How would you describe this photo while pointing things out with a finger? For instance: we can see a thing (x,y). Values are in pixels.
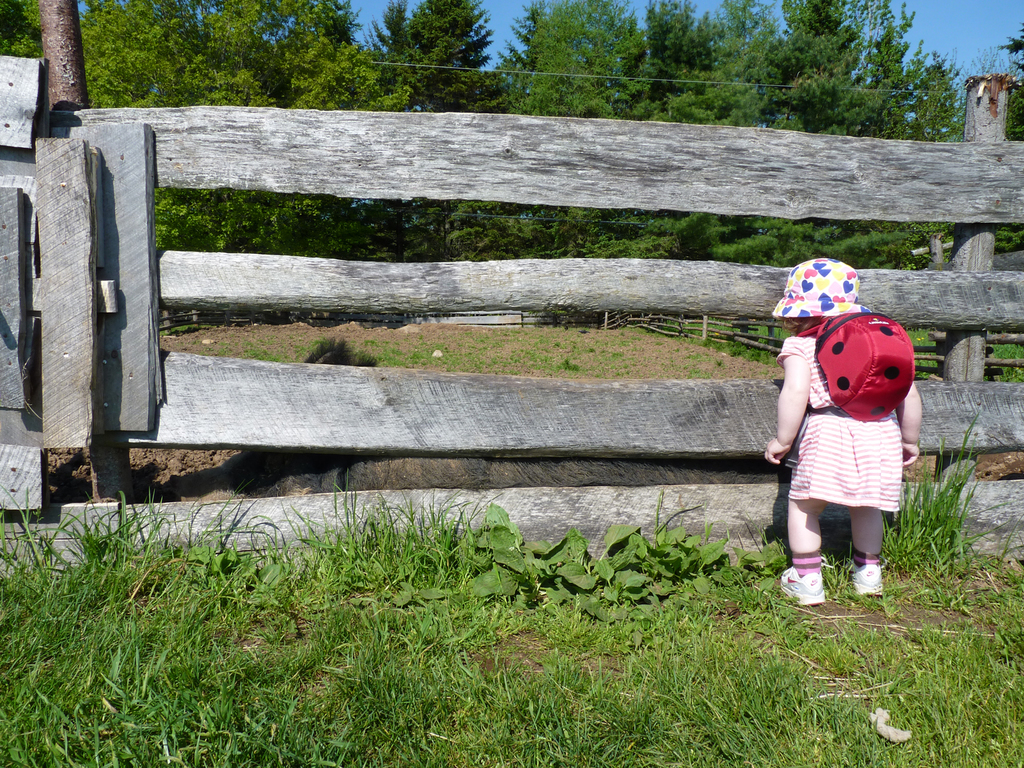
To the right side of the image (776,452) there is a girl (835,492) wearing a bag (851,335). In the center of the image (508,501) there is a fencing (476,157). At the bottom of the image (341,665) there is grass (451,550). In the background of the image (512,89) there are trees (131,67) and sky (932,19).
